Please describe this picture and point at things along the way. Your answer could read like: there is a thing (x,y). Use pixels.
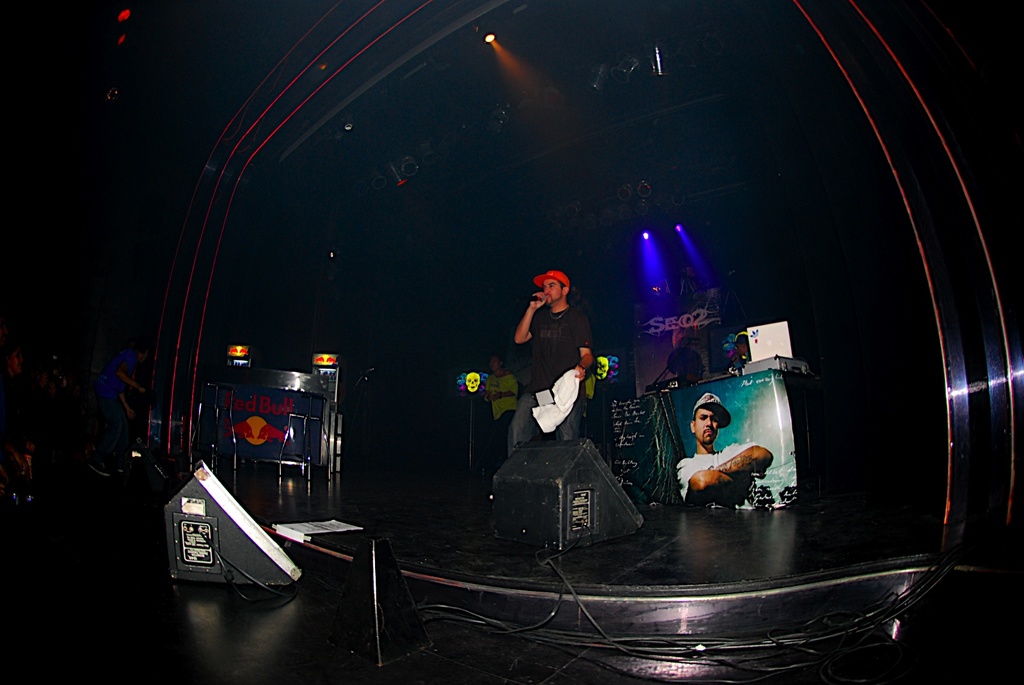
There is a person (557,319) standing and holding microphone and wearing cap (547,270) and we can see devices (355,592) and cable (772,627) on floor (786,574). Background (714,439) we can see people's (678,368), banner (739,433) and lights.
